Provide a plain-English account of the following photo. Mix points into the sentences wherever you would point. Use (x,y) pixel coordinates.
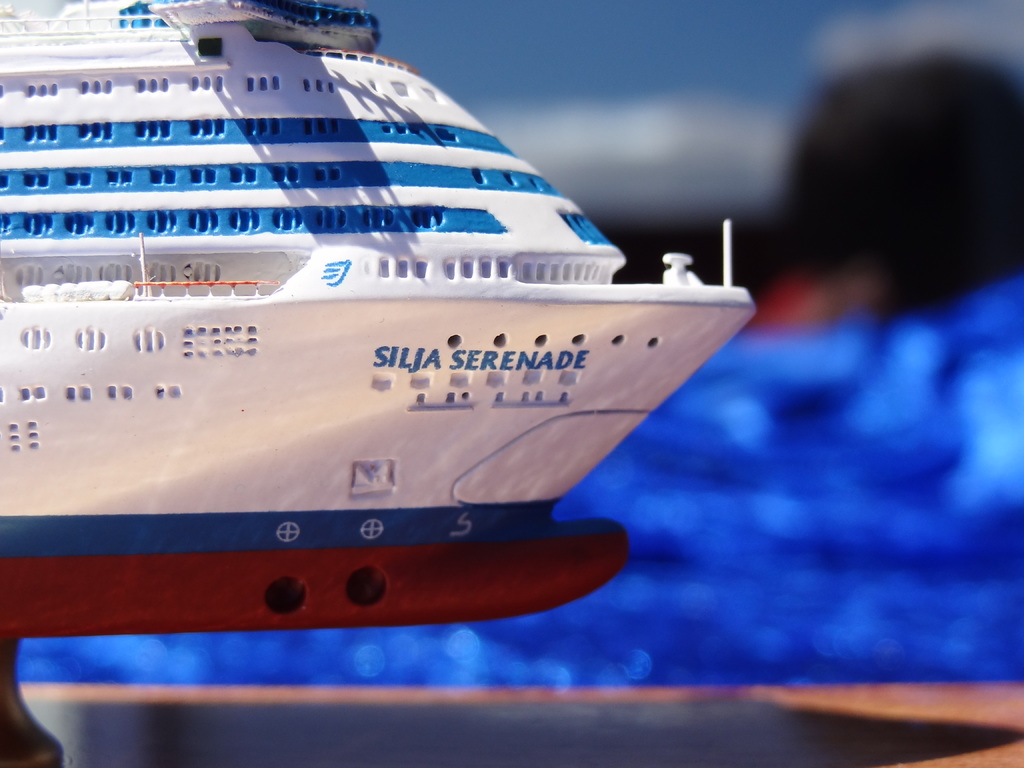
In this image we can see one toy boat (406,354) on the left side of the image (105,382), some objects (839,403) on the ground (167,746) and the image is blurred.
